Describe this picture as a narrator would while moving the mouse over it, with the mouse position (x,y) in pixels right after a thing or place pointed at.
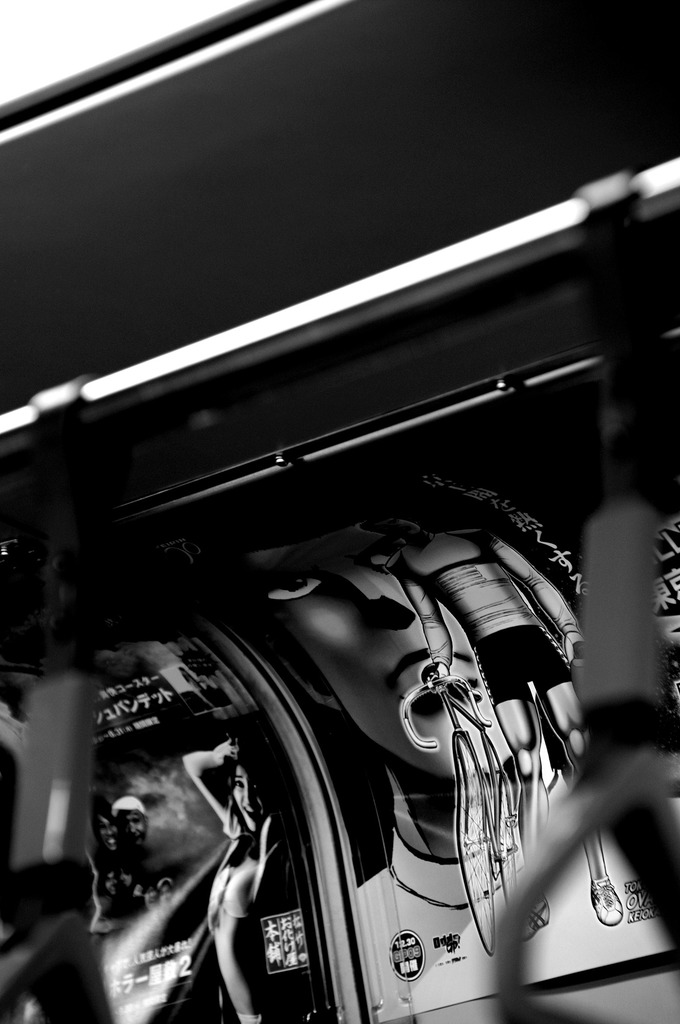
In this image I can see the rod (414,308). In the background (442,639) I can see few posters (368,724).
